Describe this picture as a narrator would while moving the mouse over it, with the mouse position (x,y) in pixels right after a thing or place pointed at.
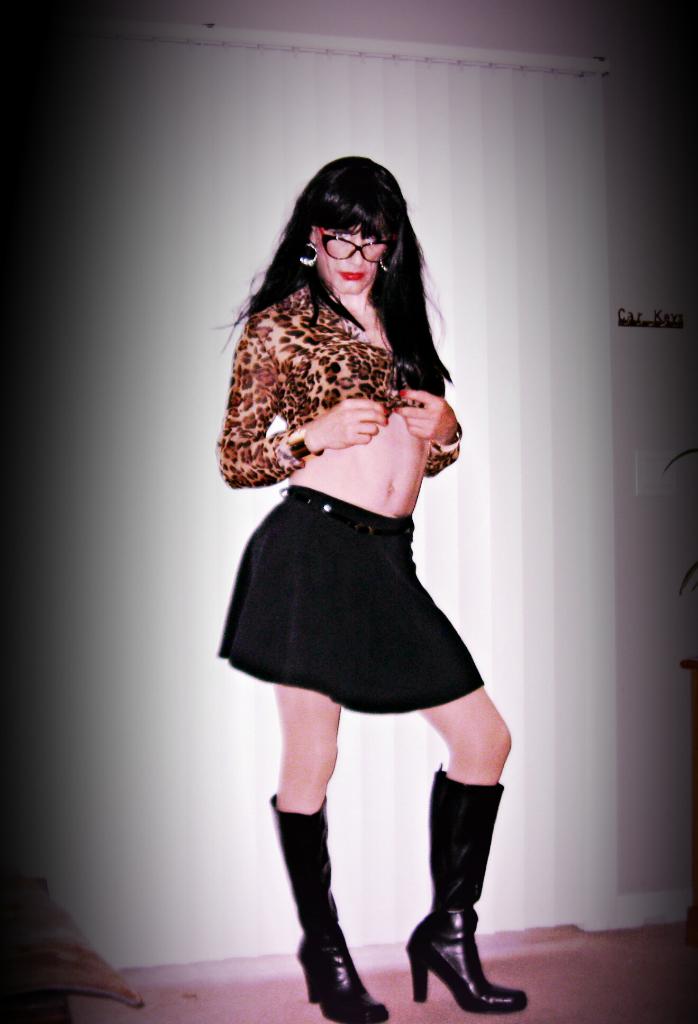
In the middle of the picture (439,424), we see a woman (401,480) in leopard-print top (381,357) and black skirt (369,664) is stunning. She is wearing the spectacles (380,242) and she is also wearing the shoes (462,988). In the background (422,542), we see a white curtain (478,406) and a white wall (618,577). In the left bottom of the picture (71,973), we see an object (78,976). This picture is clicked inside the room (152,681).
